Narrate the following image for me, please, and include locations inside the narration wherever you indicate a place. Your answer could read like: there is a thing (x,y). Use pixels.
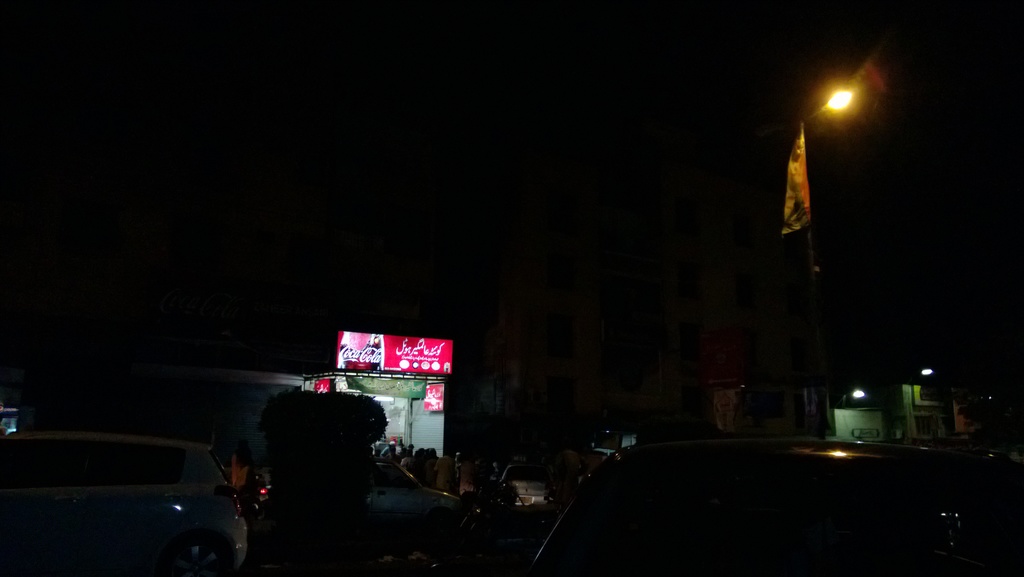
This image is taken in the nighttime. In this image there is a road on which there are cars (626,509). In the background (438,404) there is a small shop (415,420). On the right side (810,117) there is a light pole (842,104). Above the shop (419,381) there is a hoarding (390,359). There are buildings (904,409) with the lights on the right side (888,413).
